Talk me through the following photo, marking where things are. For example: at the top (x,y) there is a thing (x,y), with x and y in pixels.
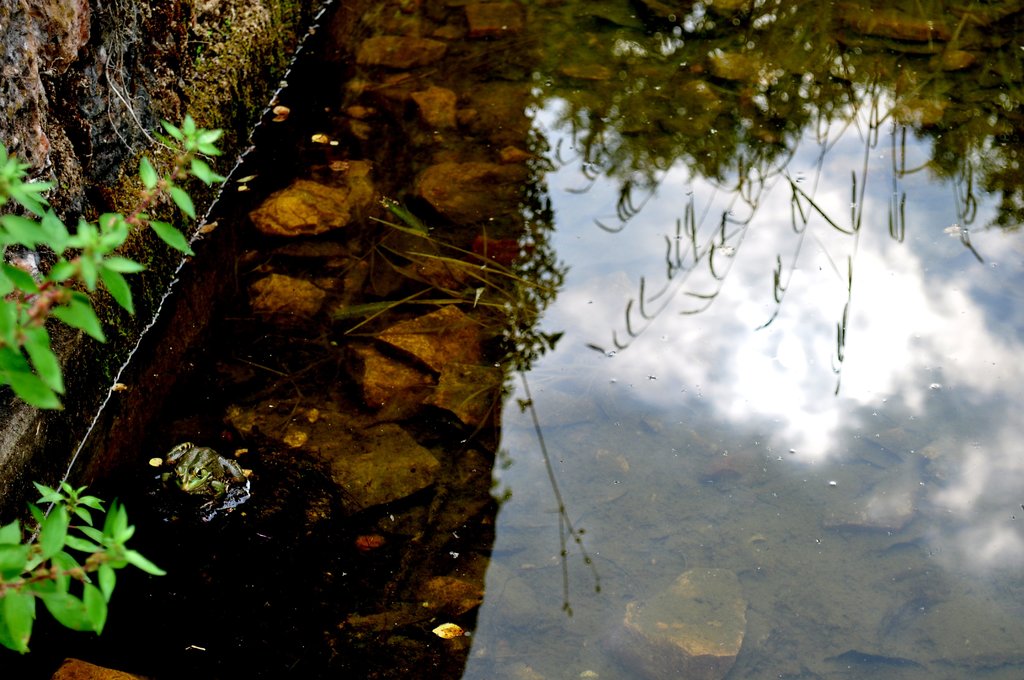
In this image, we can see a frog (215,485) in the water (182,498). Here we can see few stones (883,506). On the left side (16,588), there are few leaves (45,327) with stems (16,588). On the water (720,322), we can see reflections (756,378). Here there is a sky (800,351).
